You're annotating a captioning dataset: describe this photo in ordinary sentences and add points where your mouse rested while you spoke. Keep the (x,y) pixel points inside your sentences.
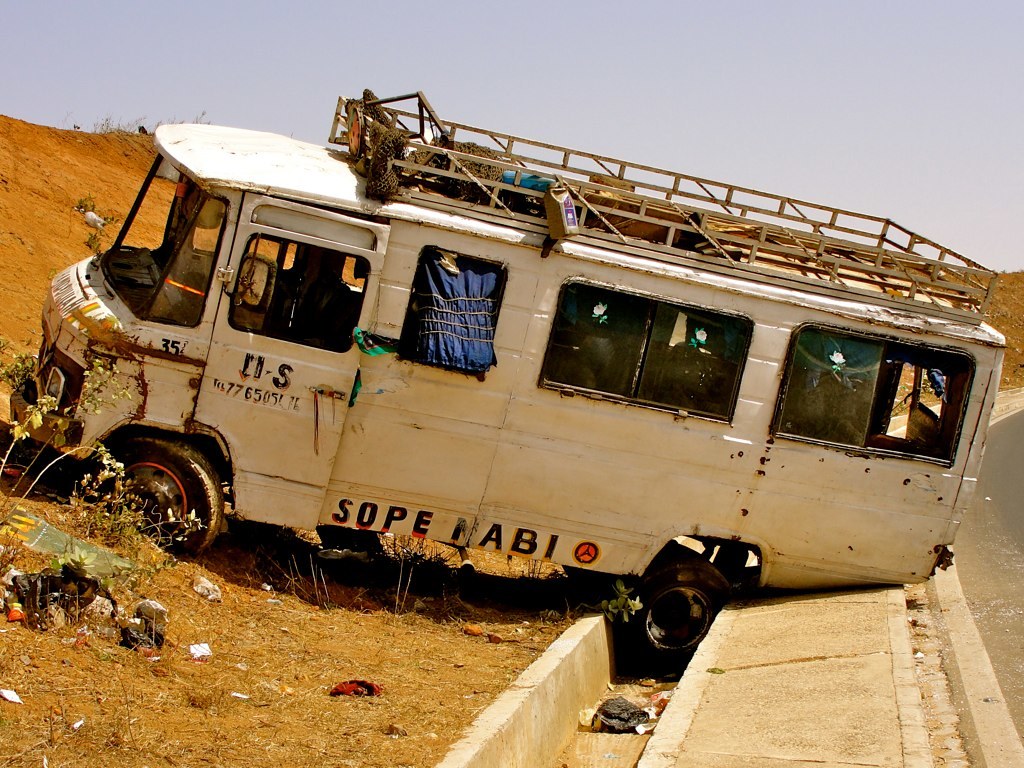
In the picture we can see a van (347,412) stuck between the walls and some part (209,396) of it is on the muddy slope (238,622) and on the top of the muddy slope (267,564) we can see the sky (696,88).
